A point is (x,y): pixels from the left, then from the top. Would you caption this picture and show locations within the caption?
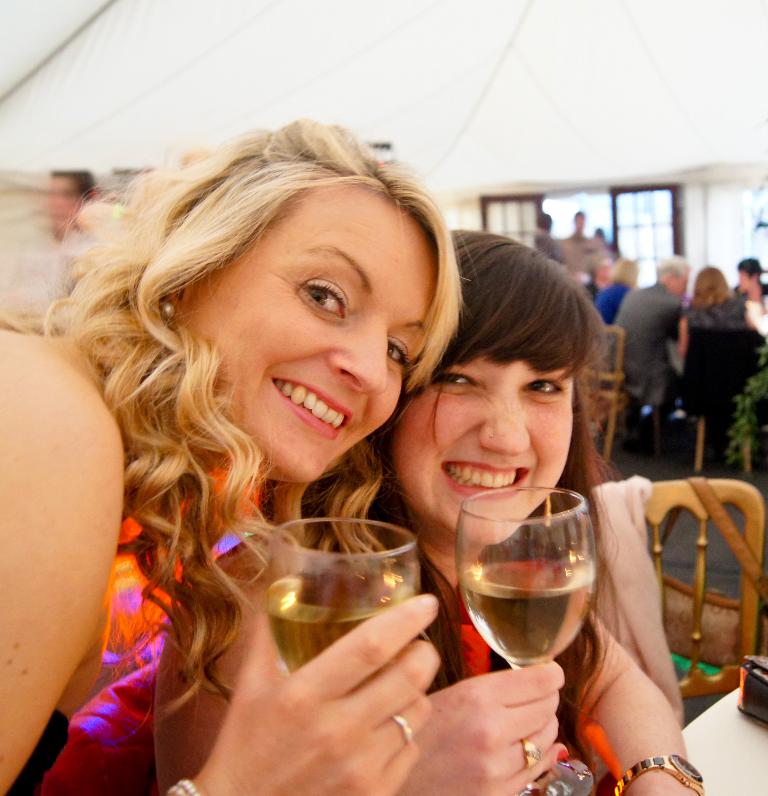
Few persons (672,273) are sitting on the chairs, few persons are standing and these two persons (415,506) are holding glass (343,606) with drink (360,624), in front of these two persons (161,785) we can see table (727,748). This is floor (659,456). On the background (738,222) we can see wall (694,223).
